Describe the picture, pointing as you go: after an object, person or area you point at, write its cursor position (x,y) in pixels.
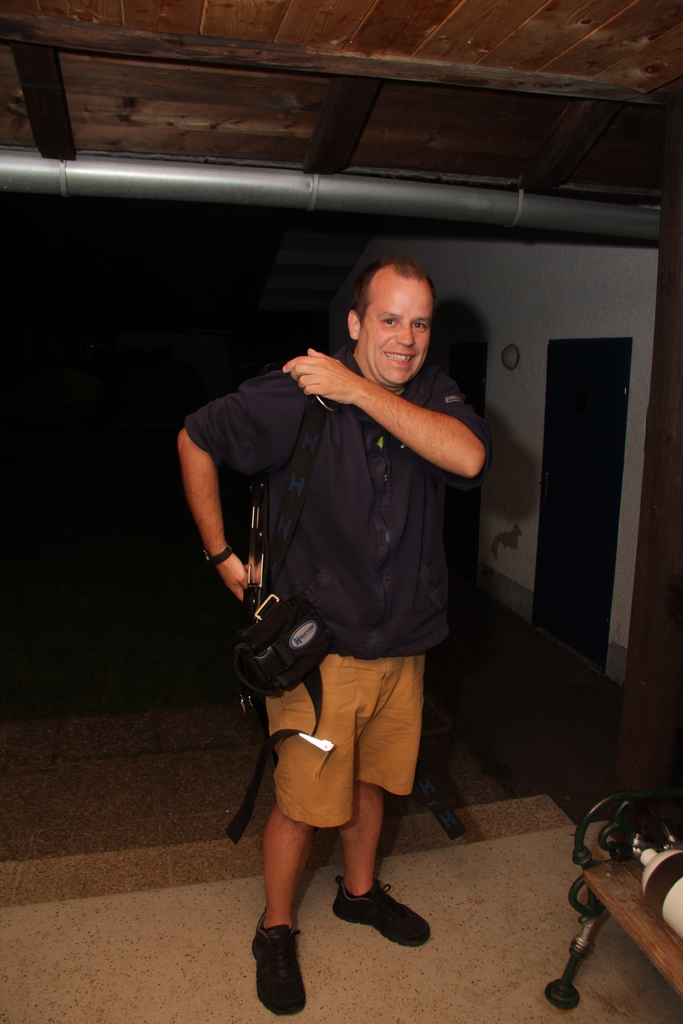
In this picture there is a man (339,438) standing and smiling and carrying a bag (288,655). In the bottom right side of the image (661,889) we can see objects (682,885) on a bench (631,924). In the background of the image (373,253) it is dark and we can see doors (445,492), wall (515,460) and pipe (503,210).
